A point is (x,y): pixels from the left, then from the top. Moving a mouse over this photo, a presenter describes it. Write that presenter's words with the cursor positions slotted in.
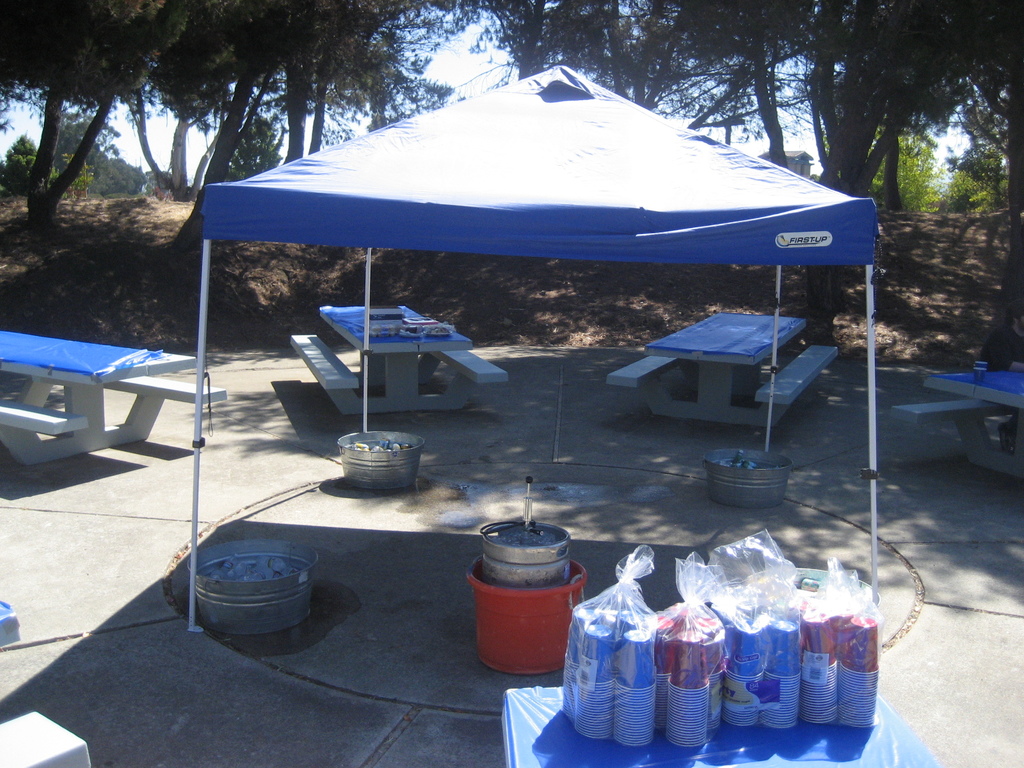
In front of the image there are party cups (694,636) packed in covers (648,655) with price tags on them are placed on a table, in front of them under the tent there are some buckets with some objects (487,546) in it, around the tent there are benches (452,356), on the benches (138,437) there are some objects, behind the benches (121,428) there are trees (648,65) and a wooden house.
